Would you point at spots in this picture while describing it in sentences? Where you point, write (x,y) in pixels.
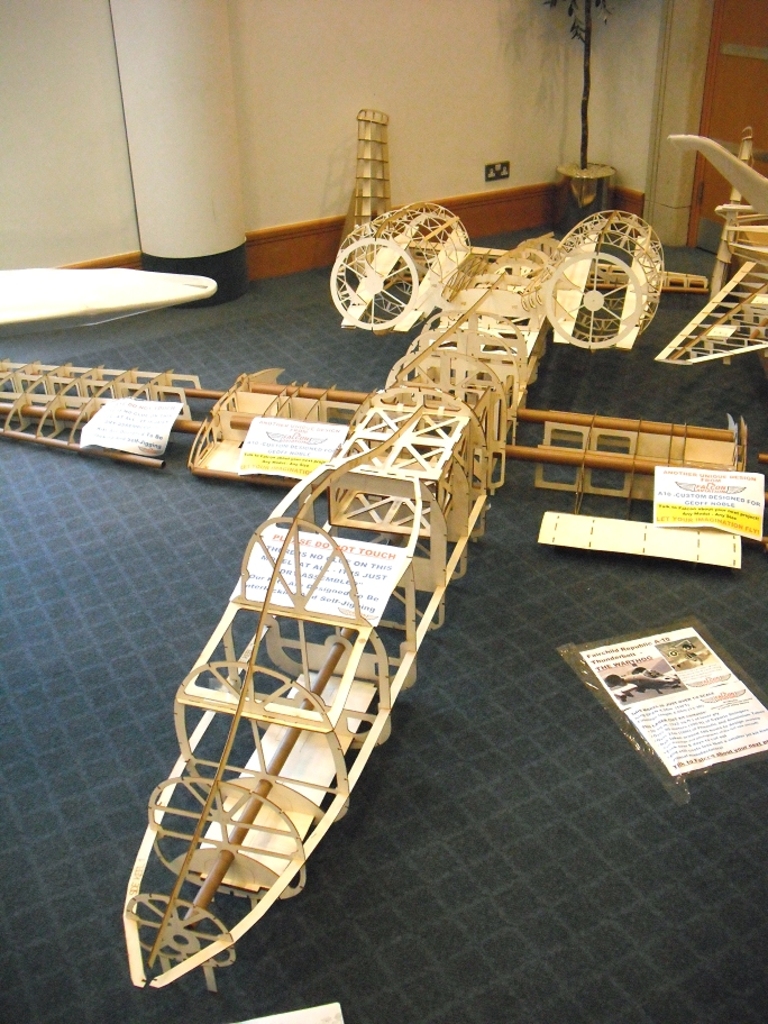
In this picture we can see a large scale model aircraft (408,660) on the floor (74,523). There are some papers (703,757) on the floor (554,607). We can see a houseplant (588,66) in the corner. There is a door (751,100), wall (537,150) and a pillar (203,80) is visible in the background (203,65).
